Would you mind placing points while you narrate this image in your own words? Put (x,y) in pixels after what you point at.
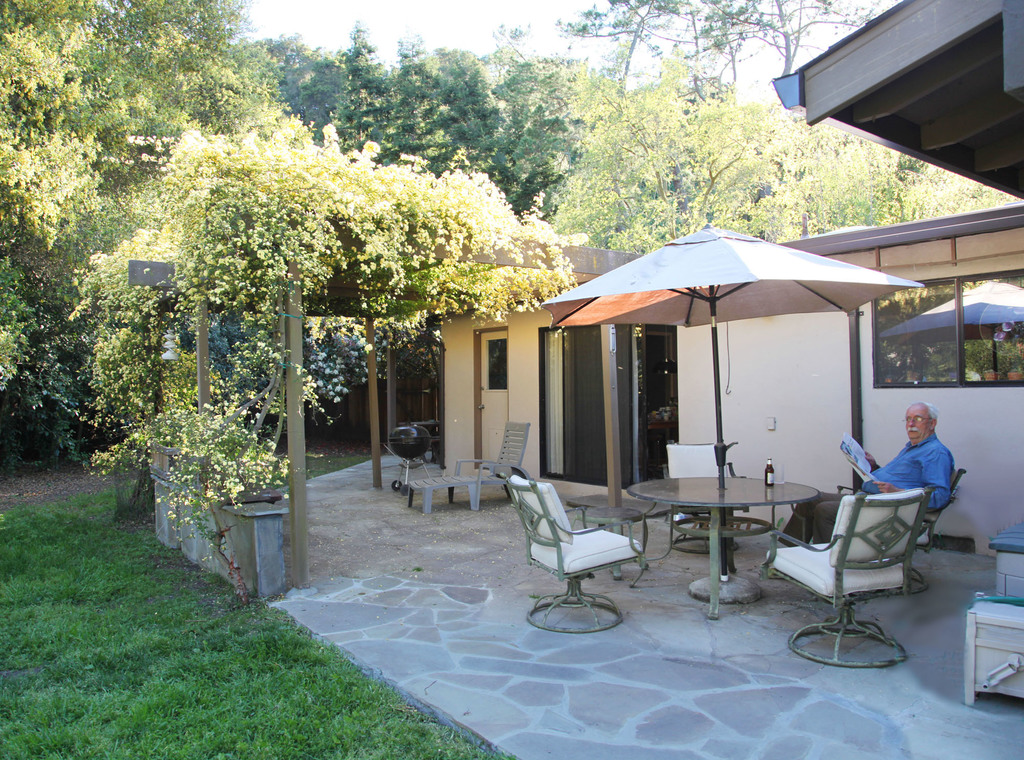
In the image we can see a man (912,479) wearing clothes (914,472) and the man (913,456) is sitting on the chair (941,509), and holding a paper (858,463) in his hand (884,488). In front of him there is a table (741,500), on the table (750,491) there is a bottle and a glass (775,481). This is an umbrella (607,290), window (917,351), door (654,394), footpath (620,668), grass (200,705), pole (288,494), trees (13,198) and a sky (368,7). There are many chairs (628,546).
